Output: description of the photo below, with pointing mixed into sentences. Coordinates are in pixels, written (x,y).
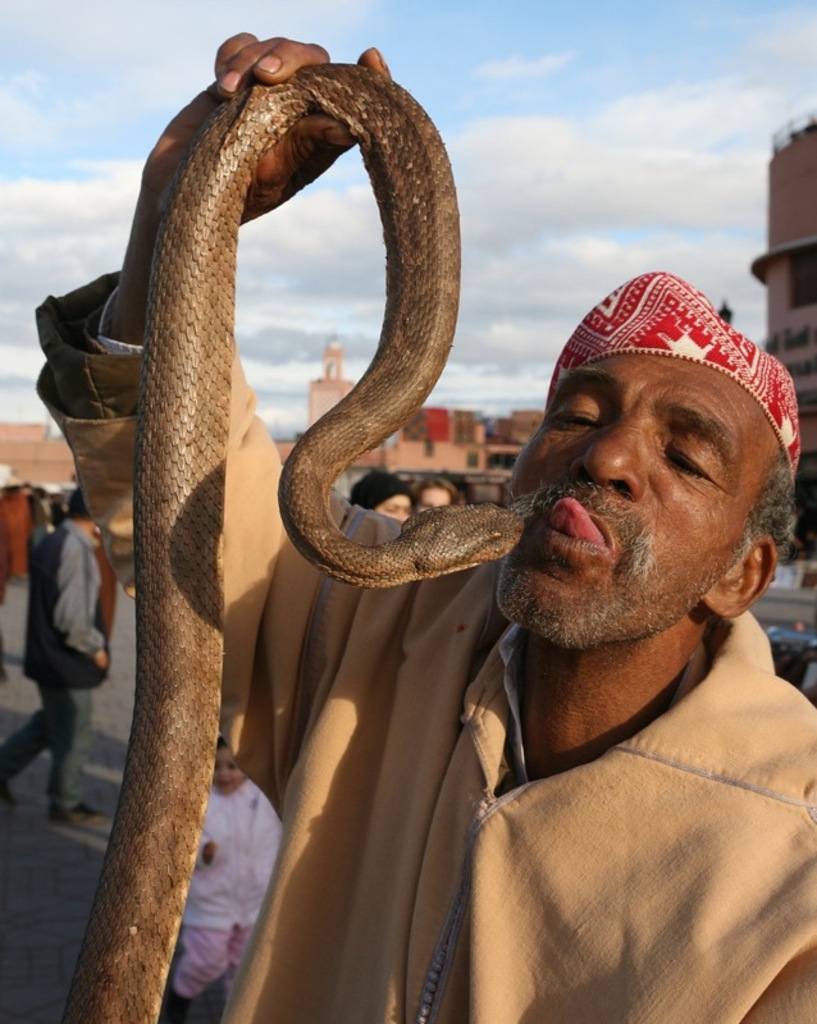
In this picture I can observe a person (313,691) wearing cream color shirt (471,856) and a red color cap (680,330) on his head (724,386). The person (472,711) is holding a brown color snake (195,480) in his hand (307,51). In the background (49,613) there are some people (81,553) standing. I can observe a sky (519,176) with some clouds (138,190).
